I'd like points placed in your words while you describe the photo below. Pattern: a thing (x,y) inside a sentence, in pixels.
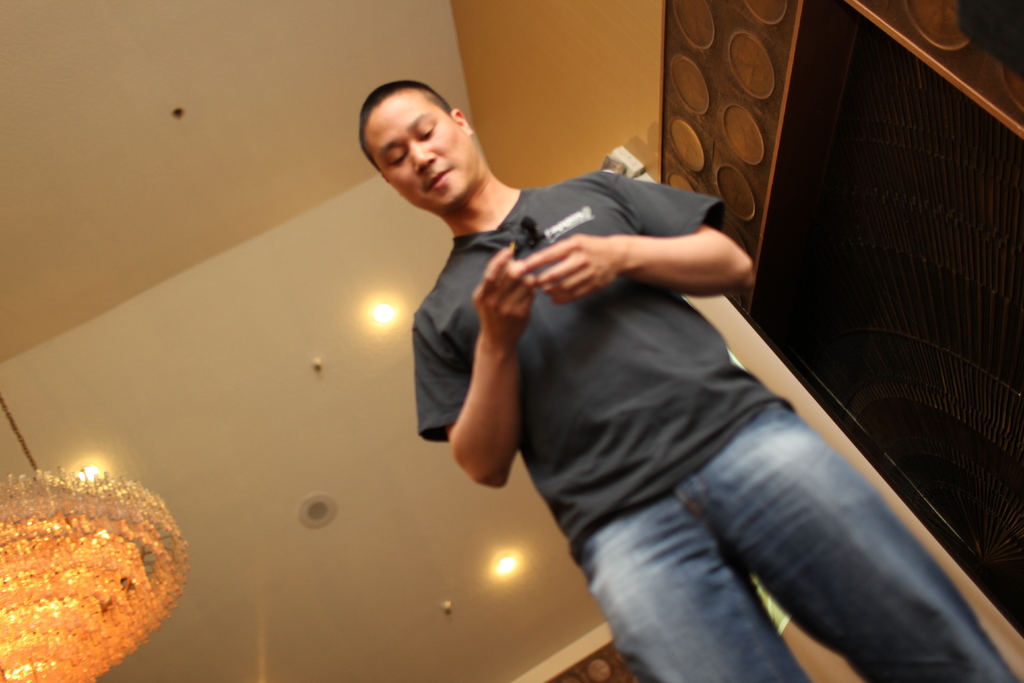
This picture is clicked inside the room (964,226). In the center (551,379) we can see a person (465,229) wearing t-shirt (557,234) and seems to be standing. In the background (432,493) we can see the roof (323,426), ceiling lights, chandelier (94,641) hanging on the roof (21,401) and we can see some other objects (876,280).
